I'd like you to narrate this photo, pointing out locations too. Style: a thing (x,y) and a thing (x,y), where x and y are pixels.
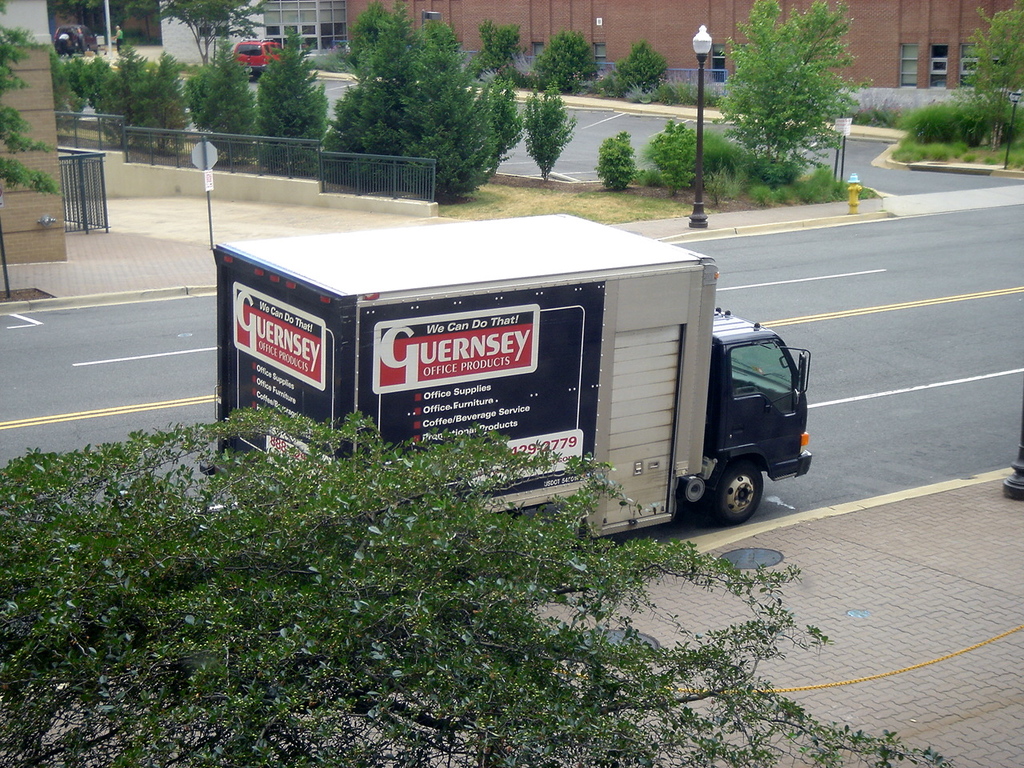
In this picture there is a van (458,398) in the center of the image (547,395) and there are buildings (14,67) and trees (797,127), a signal pole (213,148) and a lamp pole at the top side of the image (507,146) and there is a tree (526,666) at the bottom side of the image (357,660).
